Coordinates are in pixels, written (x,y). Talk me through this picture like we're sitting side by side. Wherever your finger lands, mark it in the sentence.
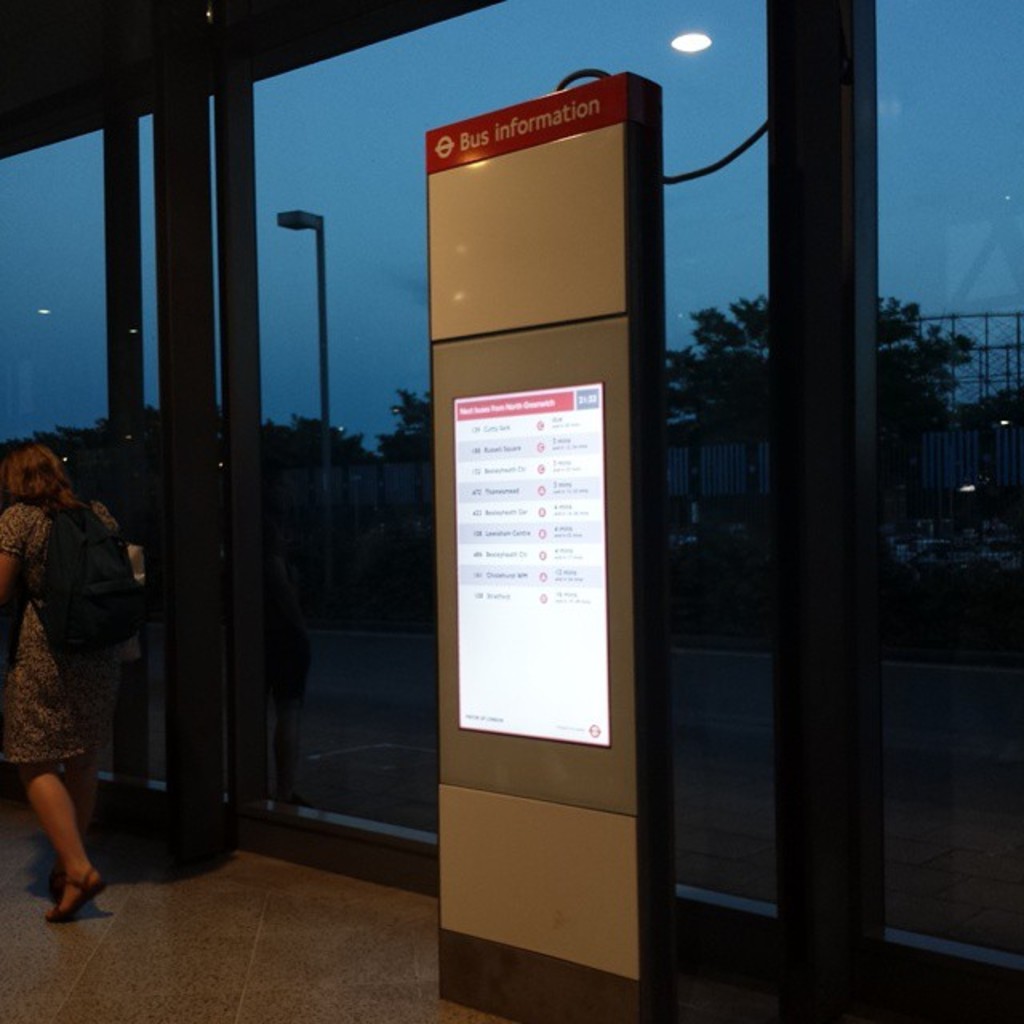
In this image, we can see a screen (592,405), at the left side (61,706) there is a woman (56,694) standing and she is carrying a bag (98,626), in the background (703,383) we can see trees (733,368).
